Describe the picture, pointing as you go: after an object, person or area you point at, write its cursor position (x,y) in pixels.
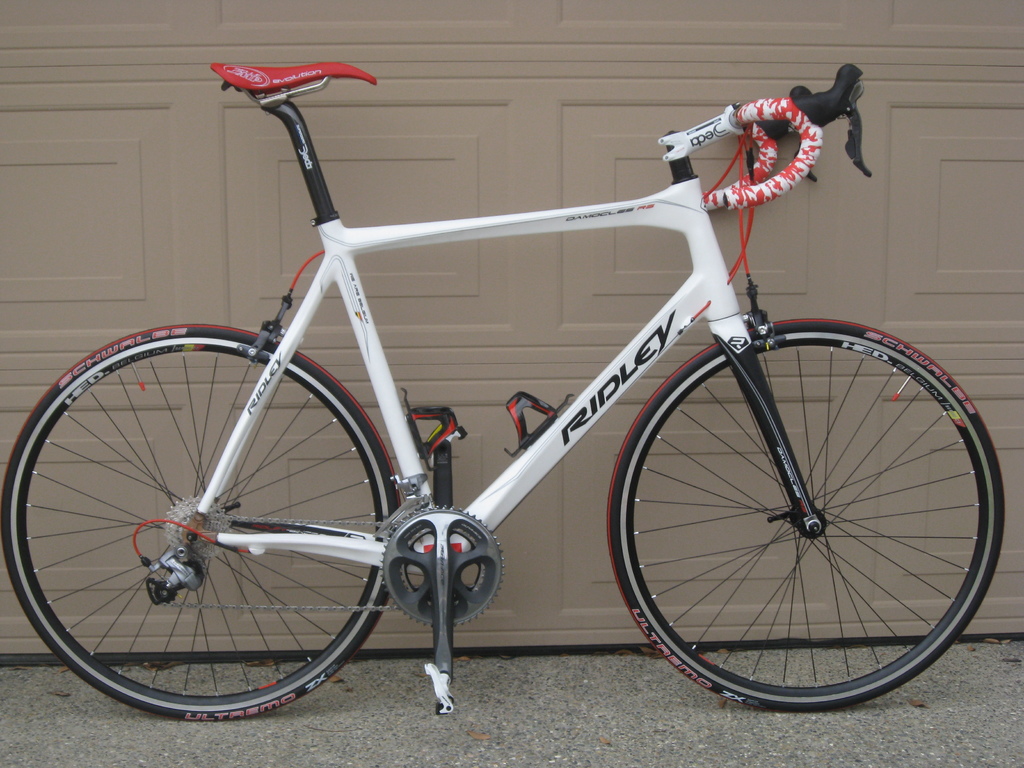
In this picture we can see a cycle (415,228) parked on the road (358,714) in front of a brown wall (224,206).
